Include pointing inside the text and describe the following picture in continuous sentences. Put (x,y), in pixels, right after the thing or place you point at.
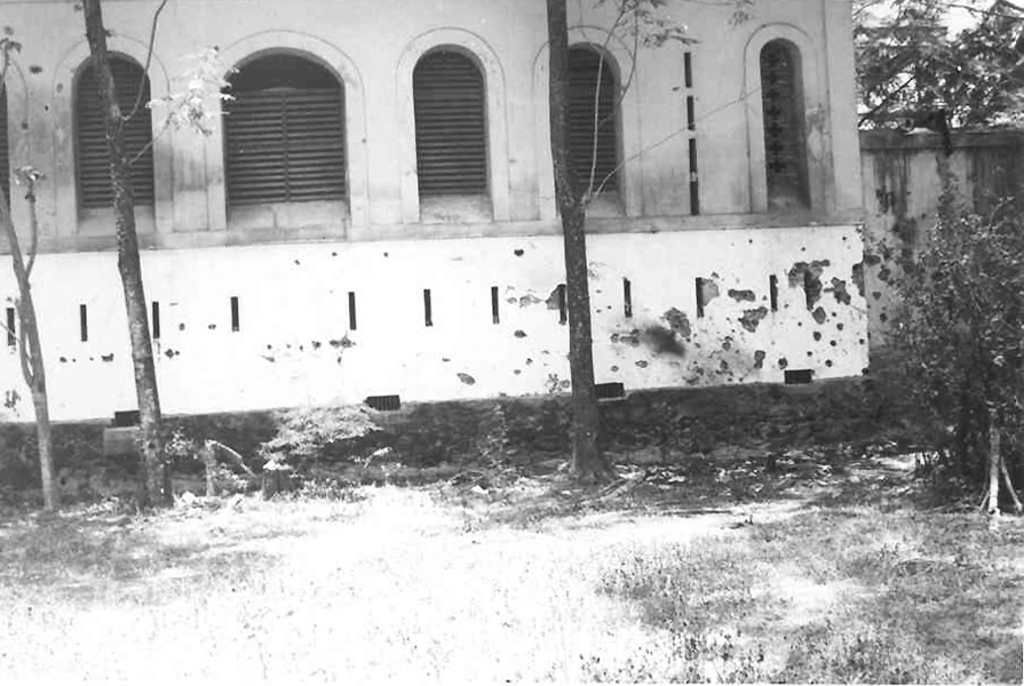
This is a black and white picture and in this picture we can see the grass (722,492), trees (950,115), wall (879,174), building (722,161) with windows (454,158).
